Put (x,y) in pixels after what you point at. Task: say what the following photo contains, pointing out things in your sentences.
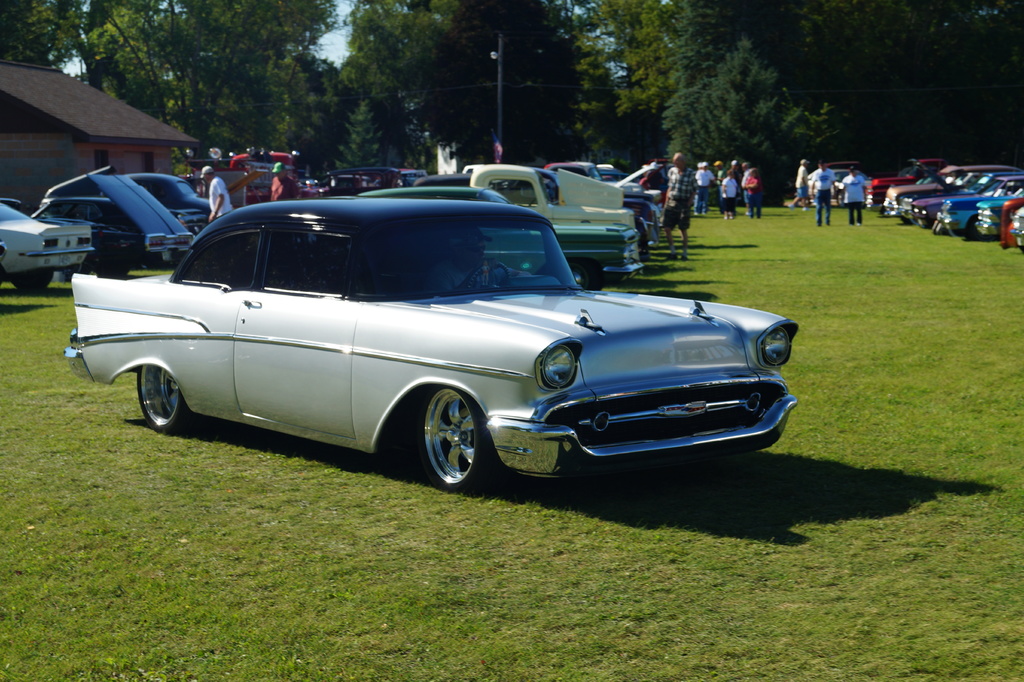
In this picture we can see some cars (475,291) parked on the ground (778,598), at the bottom (813,560) there is grass (762,573), we can see some people (745,170) standing in the background (739,182), there are some trees (531,58) here, we can see the sky (327,39) at the top of the picture (341,39), on the left side (49,158) there is a house (51,152).
